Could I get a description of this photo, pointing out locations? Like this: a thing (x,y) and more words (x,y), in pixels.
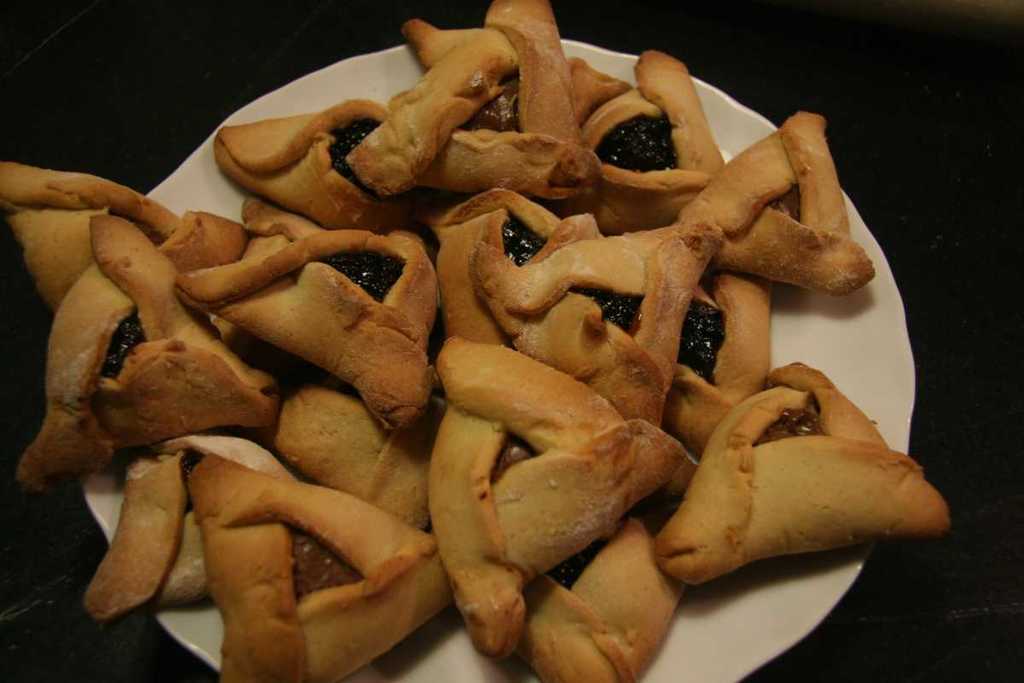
In this given picture, I can see a plate (772,589) filled with food items (519,298).
